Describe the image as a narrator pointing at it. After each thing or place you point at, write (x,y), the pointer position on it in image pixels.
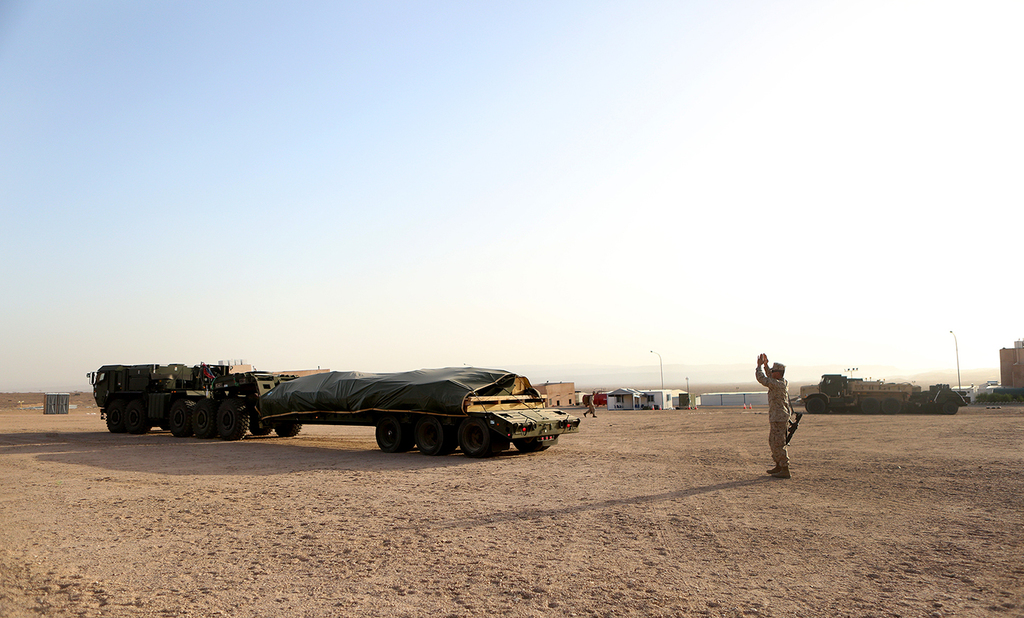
In this picture, we can see a man (772,424) is standing on the path (766,493) and on the path (798,435) there are some vehicles (290,375) and a man (593,410) is walking on the path (612,421). Behind the people (772,457) there are houses (650,402), poles (663,387) and sky (482,149).
